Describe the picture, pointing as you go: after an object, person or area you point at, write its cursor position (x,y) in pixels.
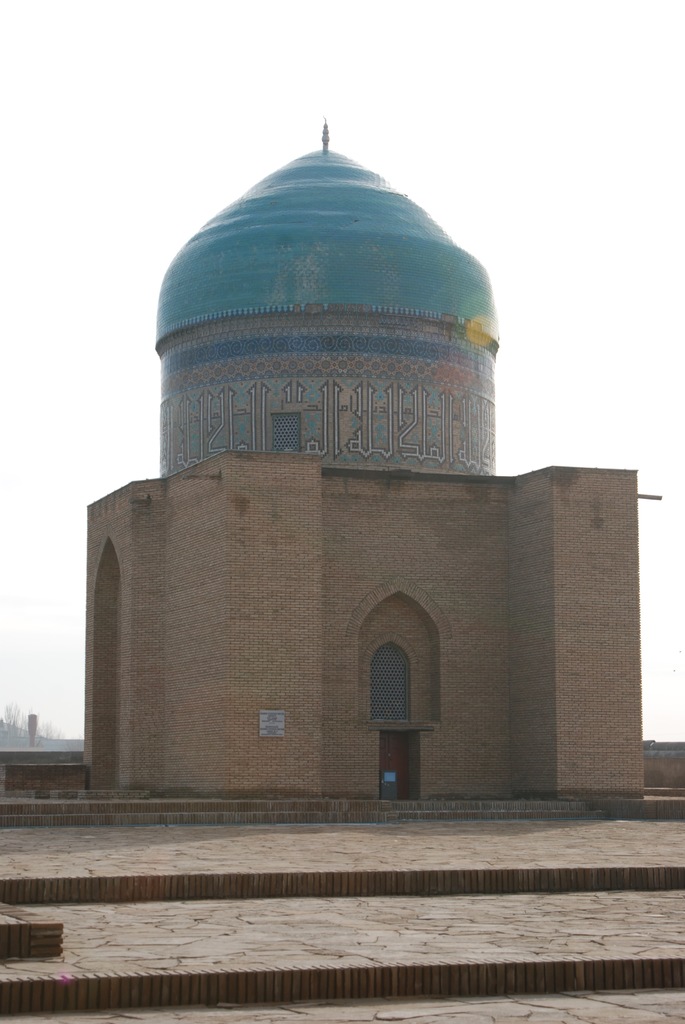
In this picture there is a dome (253,216) in the center of the image (368,409) and there are flat stairs (334,884) at the bottom side of the image (328,902).
